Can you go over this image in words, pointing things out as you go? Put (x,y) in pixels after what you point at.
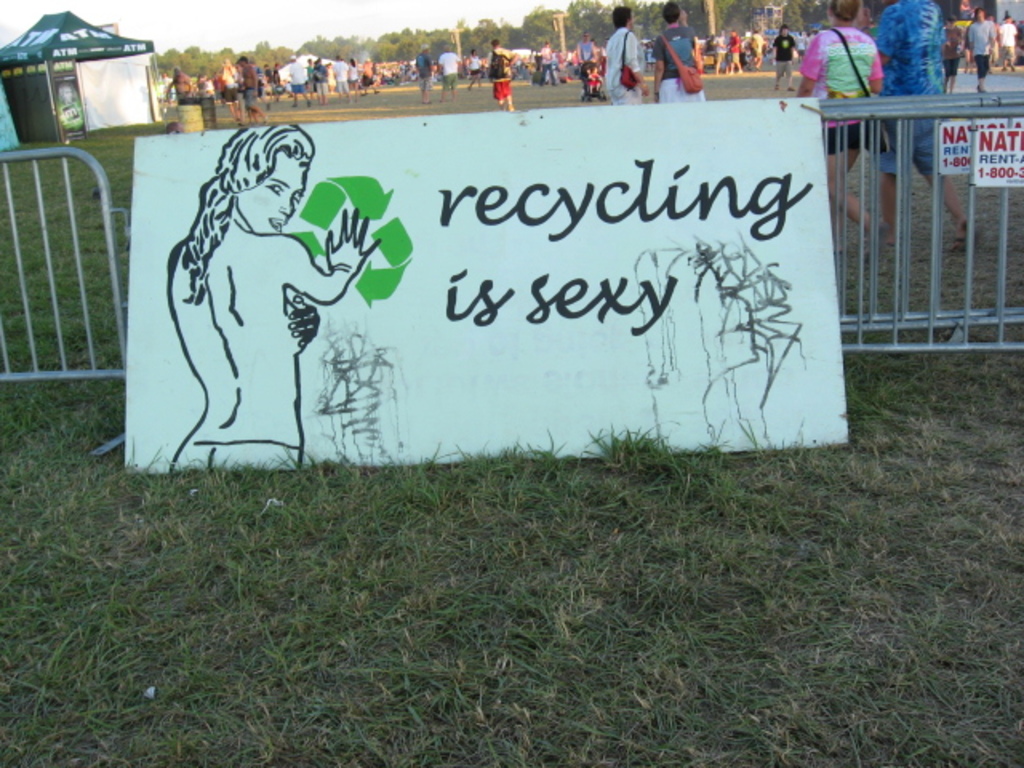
On the ground (338,546) there is grass (746,616). Also there is a poster (354,260) with drawing (252,272) of a lady (260,265) and something is written on the poster (589,259). Behind that there are railings (939,190). In the background (959,211) there are many people (918,30). Some are wearing bags (624,70). On the left side (62,80) there is a tent (48,85). In the background (336,43) there are trees (722,16). On the railing (974,159) there are boards (966,151) on the right side (966,138).
